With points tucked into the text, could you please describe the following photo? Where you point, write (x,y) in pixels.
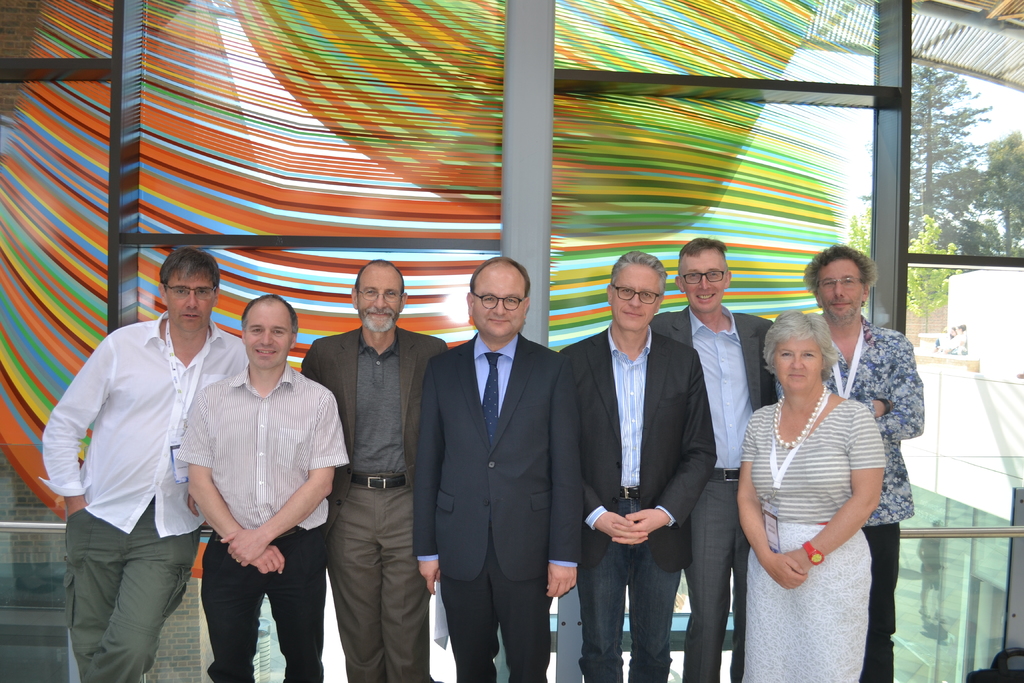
In the picture we can see some people (793,522) are standing and giving a pose to the photograph and in the background (905,79), we can see a curtain wall (885,295) which is colorful and besides in the background (950,177) we can see some plant (913,275), trees (945,145).
